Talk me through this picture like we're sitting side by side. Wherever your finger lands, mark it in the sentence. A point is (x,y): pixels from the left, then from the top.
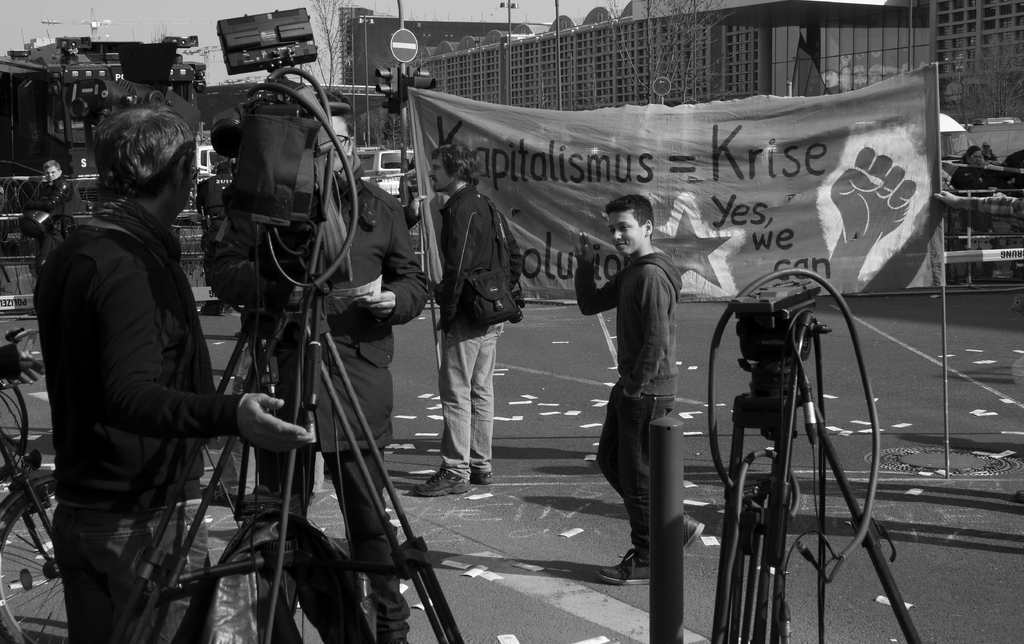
In the foreground of this black and white image, there are equipment (255,190), tripod stands (738,553), bicycle (24,475) on the left (28,492), few people (645,395) standing and walking on the road (536,583), few papers (593,425) on the road (579,416) and a banner (751,139) holding by two people (991,203). In the background (595,49), there are buildings (611,42), sign boards (405,43), vehicles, a man (67,217) walking, poles (402,138) and the sky (181,8).
